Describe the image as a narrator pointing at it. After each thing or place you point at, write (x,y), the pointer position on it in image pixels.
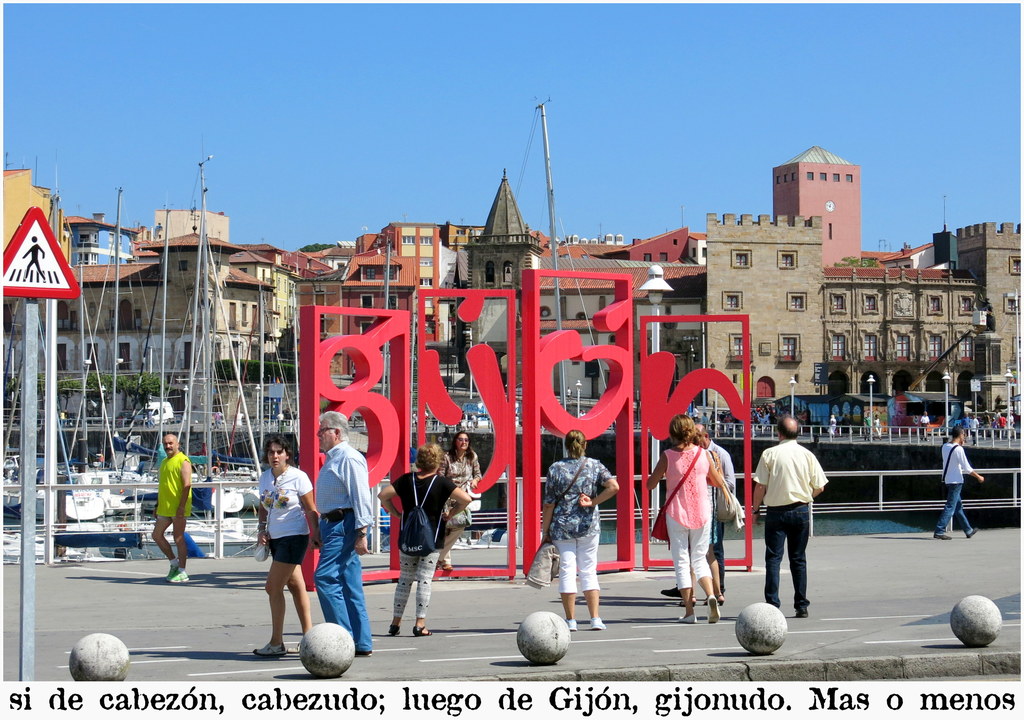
This image consists of many people (286,500) walking and standing on the road (111,631). To the left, there is a board (27,257). In the middle (433,372), there are hoardings (671,376). In the background (658,252), there are buildings (998,297). At the top (304,115), there is a sky (304,115).
